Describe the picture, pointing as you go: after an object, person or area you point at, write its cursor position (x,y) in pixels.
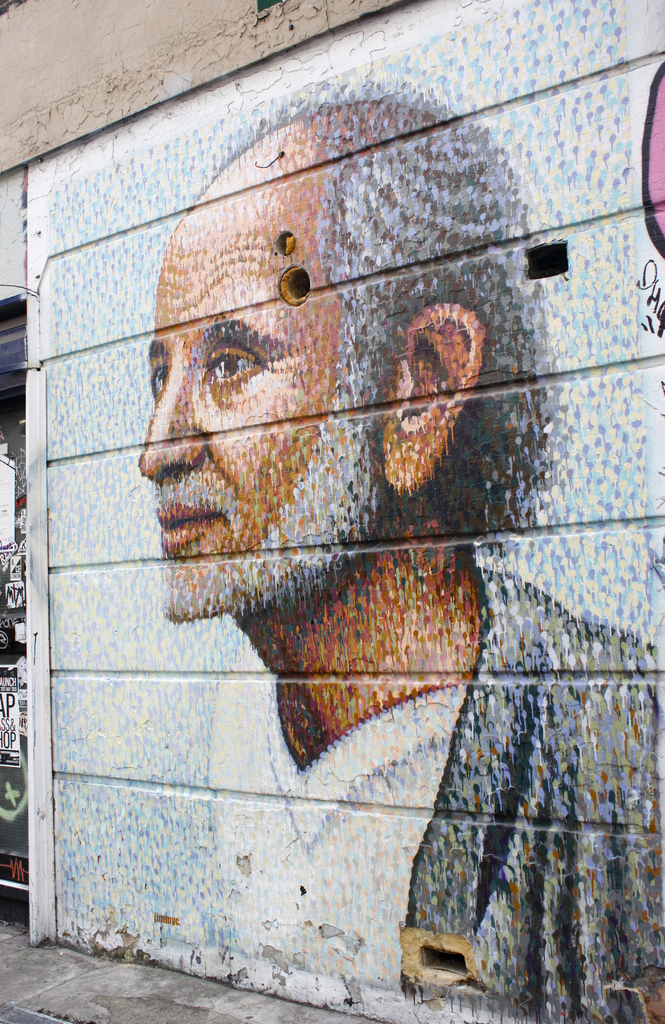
In this image we can see a painting (538,855) on the wall (442,892). On the left side of the image (1,719) we can see posters (8,746) with some text (21,591).
